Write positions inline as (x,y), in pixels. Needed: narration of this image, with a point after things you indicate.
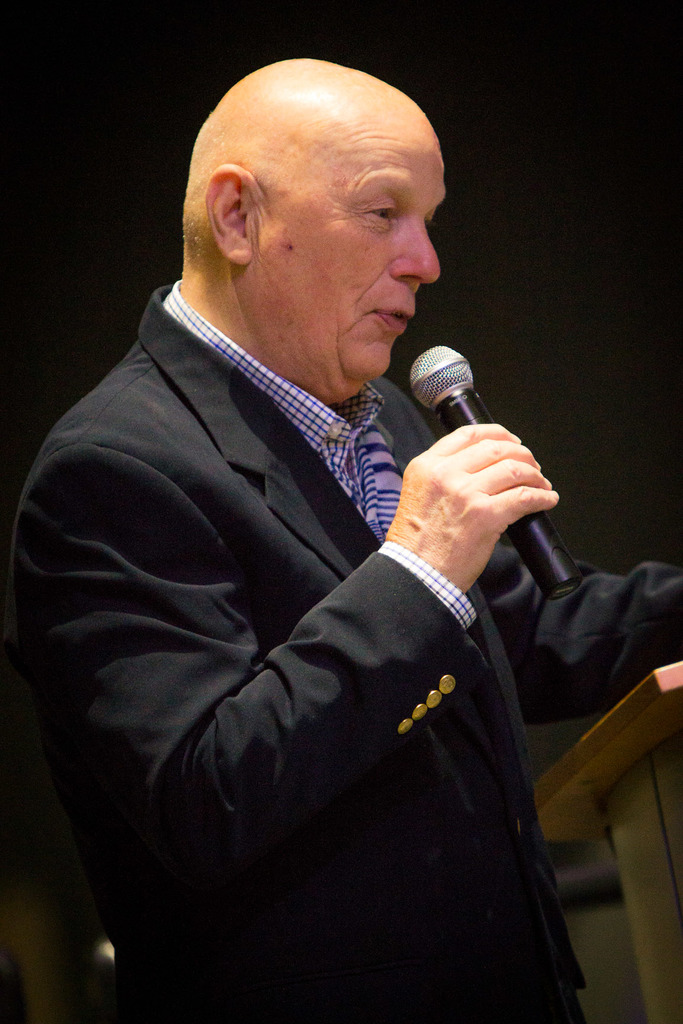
In this image there is a man (209,952) standing near the podium (596,834) by holding a mic (472,409) in his hand (461,472).
